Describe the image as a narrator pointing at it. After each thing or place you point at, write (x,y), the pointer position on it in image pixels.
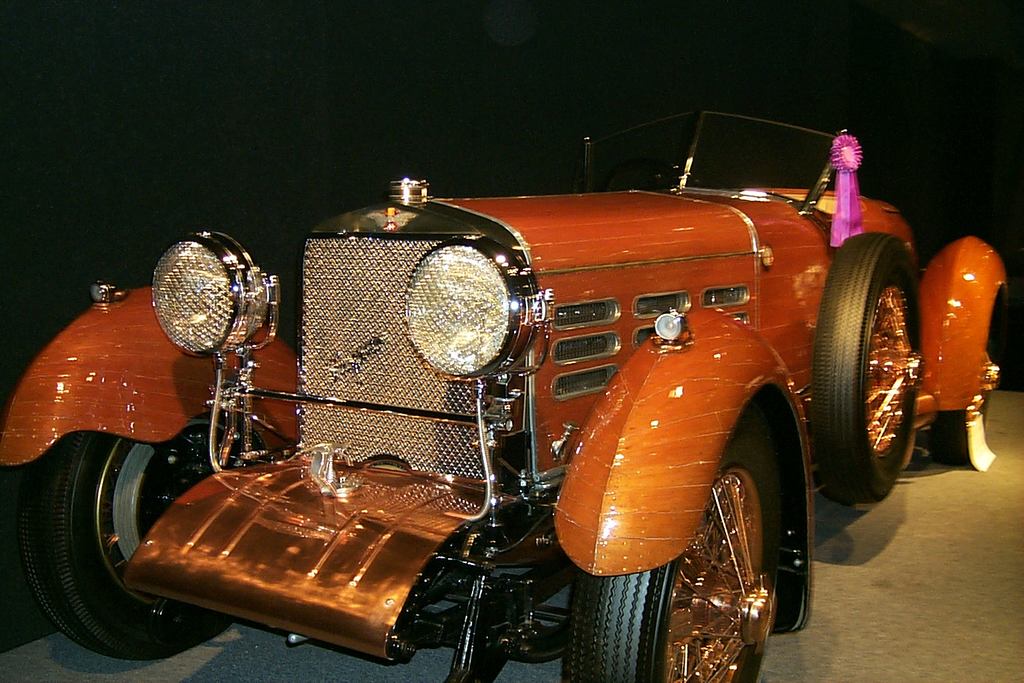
In the center of the image (524,304) we can see a vehicle (592,433). At the bottom (333,664) there is a floor (419,665).
